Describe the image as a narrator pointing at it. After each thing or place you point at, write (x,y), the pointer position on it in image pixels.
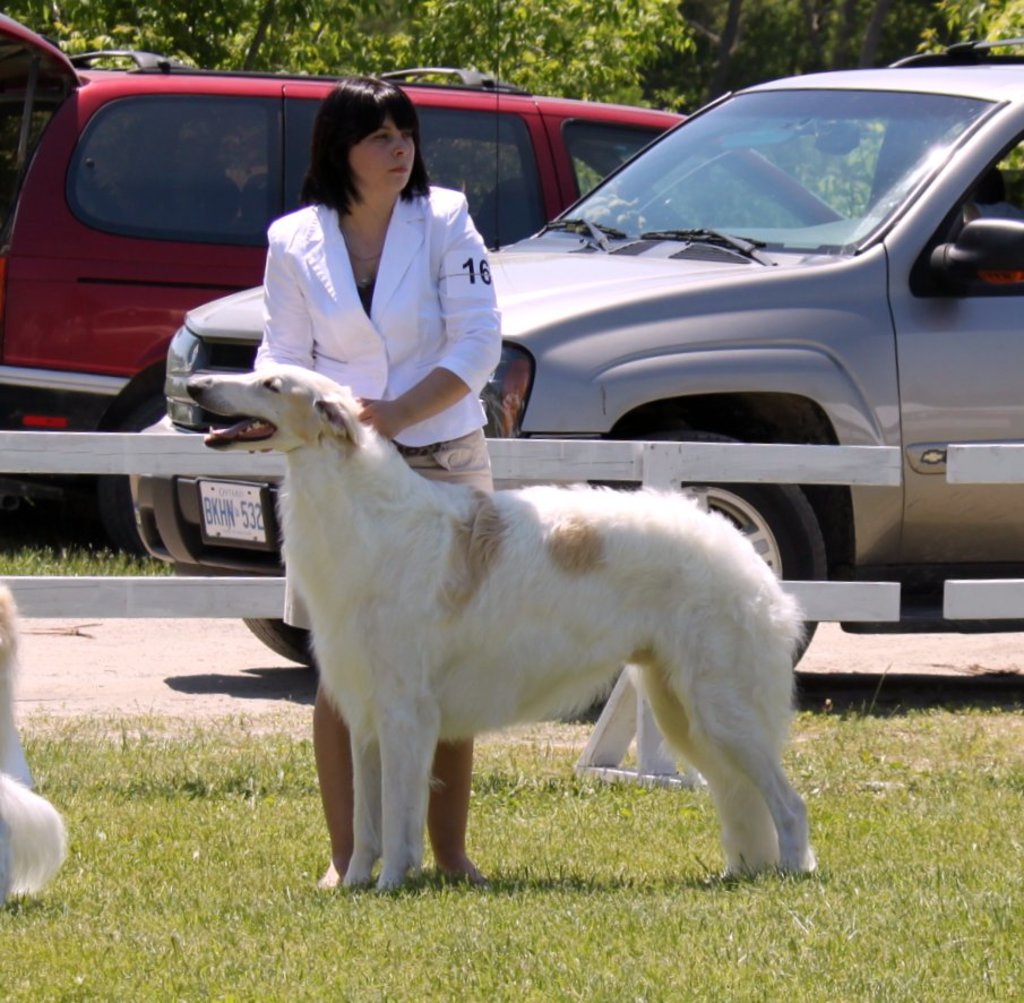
In this image there is a women (401,296) who is holding the dog (545,590) which is in front of her. There is a grass (720,907) in the bottom (277,934). At the background (178,326) there are two cars (194,230) and trees (423,33) and wooden fencing (622,457).
